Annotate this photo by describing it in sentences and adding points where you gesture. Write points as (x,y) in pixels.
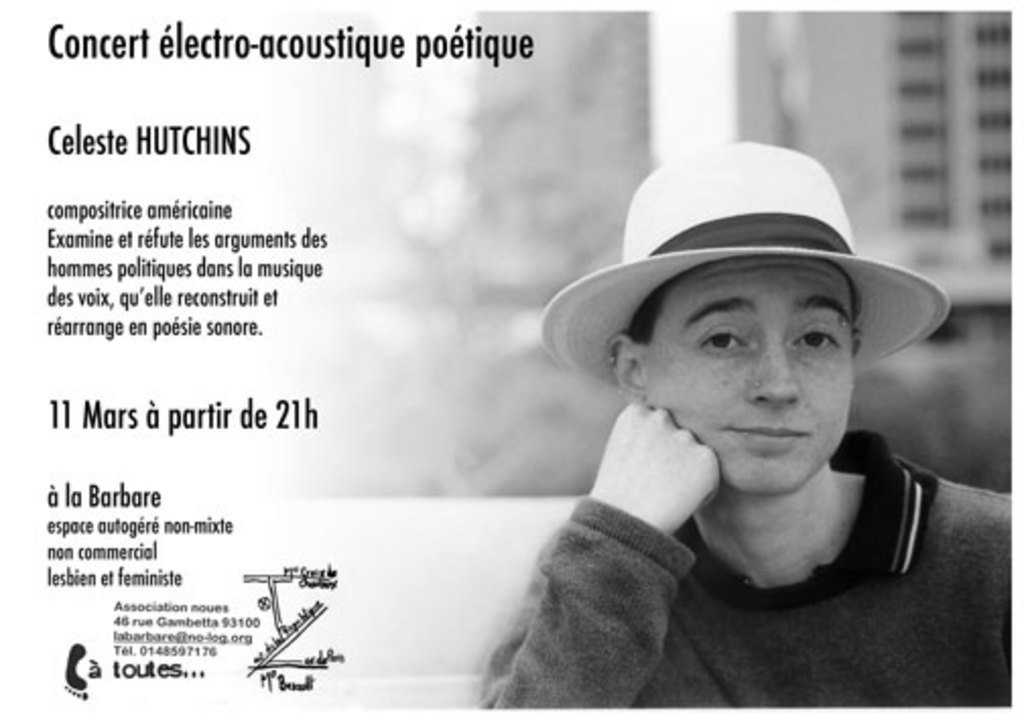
This is an edited image. I can see a person (669,491) with a hat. There is a blurred background (542,422). On the left side of the image (321,575), there are numbers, text (118,417) and a logo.
